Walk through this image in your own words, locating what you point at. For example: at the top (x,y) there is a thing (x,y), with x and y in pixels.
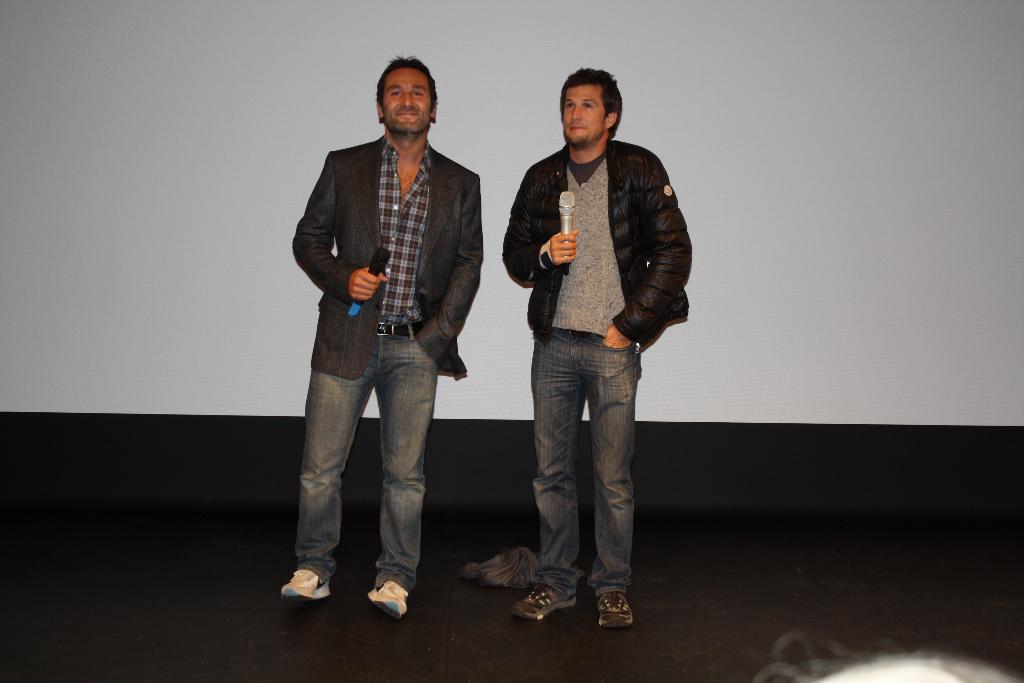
In the picture we can see two men (531,612) are standing on the stage (659,631) holding the microphones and they are in jackets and they are smiling and behind them we can see the wall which is white in color.
